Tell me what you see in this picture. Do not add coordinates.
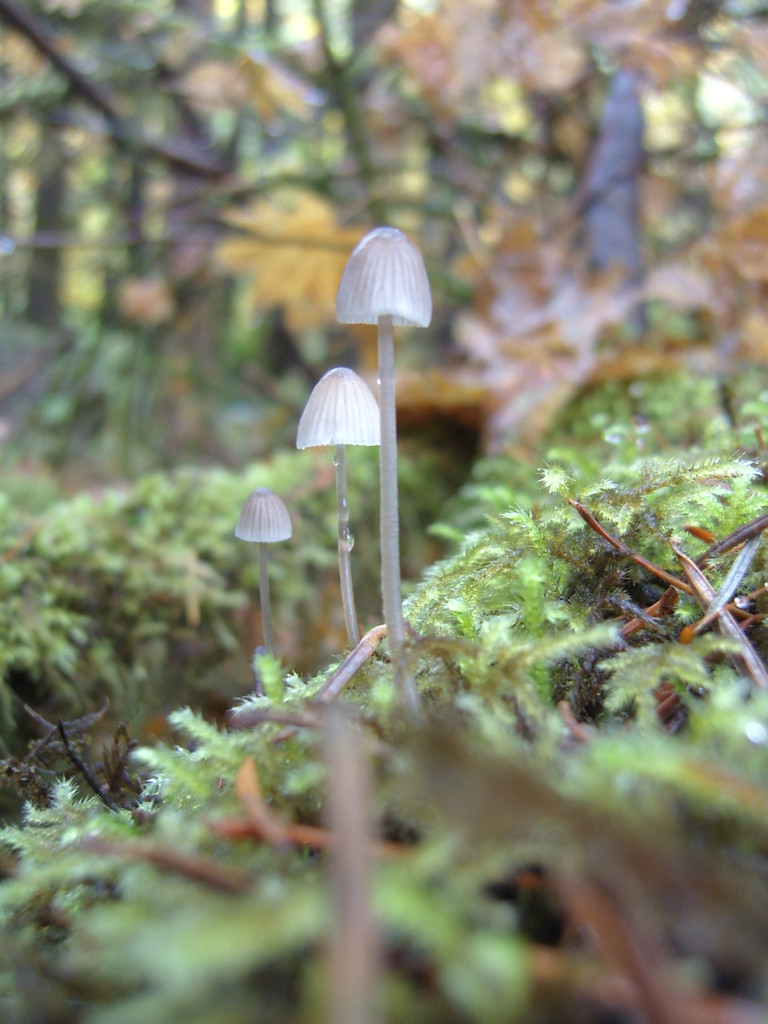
These are white color mushrooms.
